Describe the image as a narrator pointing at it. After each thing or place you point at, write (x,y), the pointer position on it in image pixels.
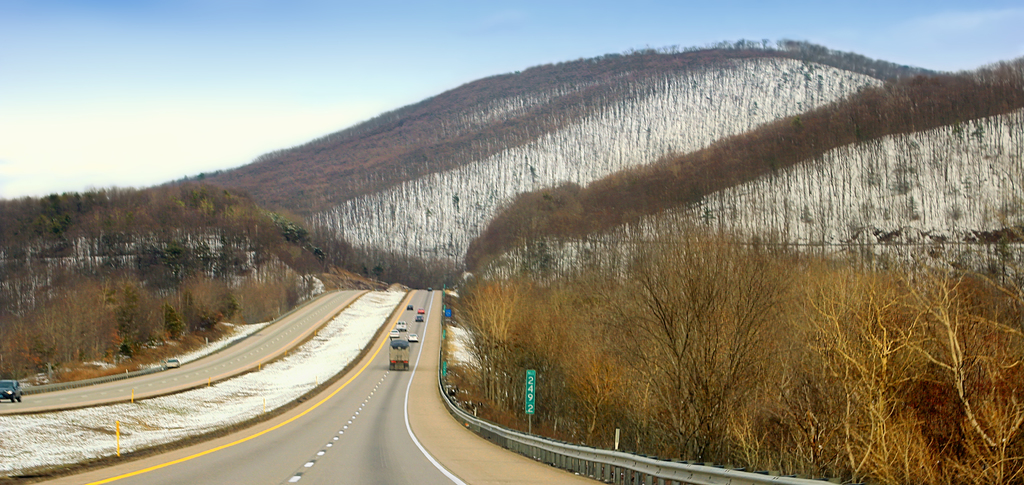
This is an outside view. On the left side (275,338), I can see two roads (140,382) and some vehicles (405,341). On both sides of the road (431,304) I can see the trees (286,285). In the background (593,100) there is a hill (534,110). On the top of the image (192,68) I can see the sky (148,67).
